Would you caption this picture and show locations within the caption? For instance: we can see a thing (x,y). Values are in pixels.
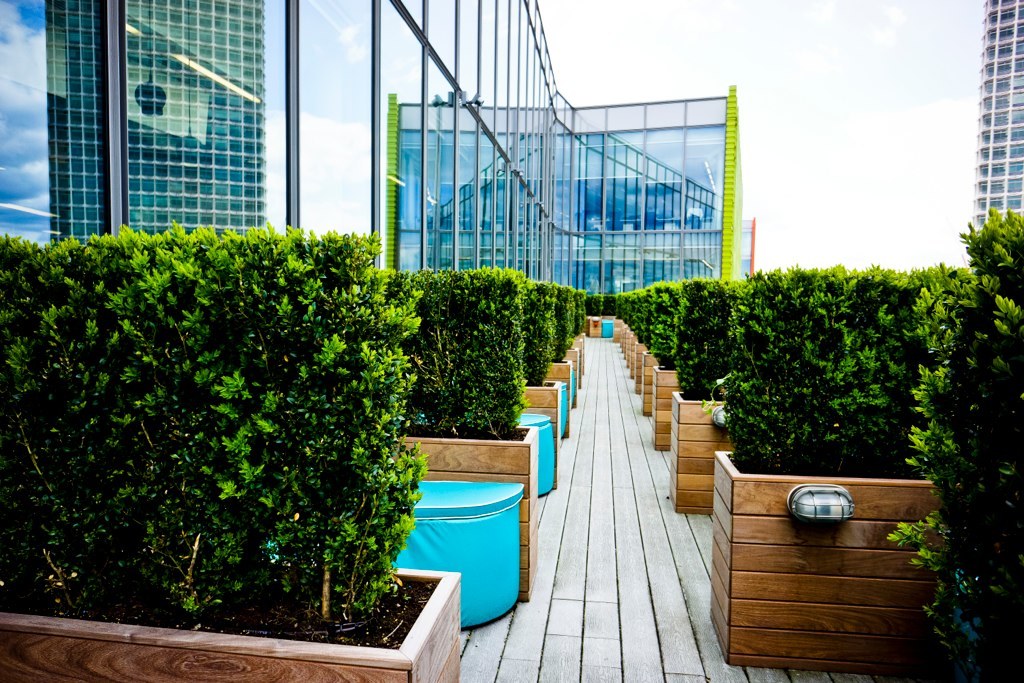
In this image we can see the plants (513,420) in the wooden boxes (843,547). And we can see the buildings (419,146). And we can see the reflections (672,153) on the glass (681,173). And we can see the sky (774,136) at the top (848,137).
